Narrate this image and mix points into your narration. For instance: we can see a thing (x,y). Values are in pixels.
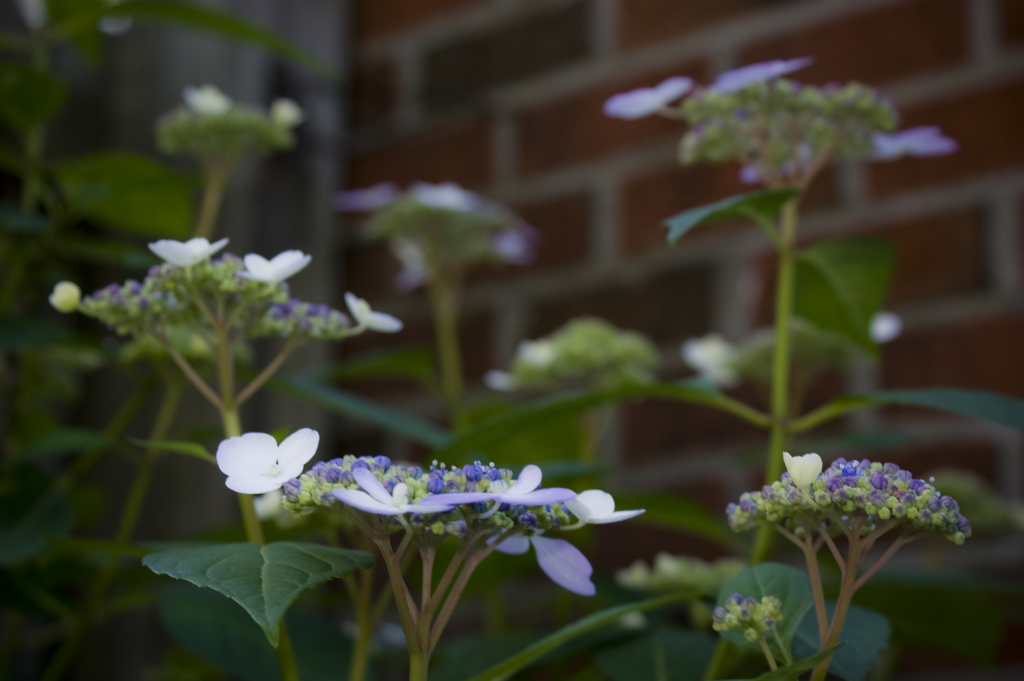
In this picture i can see flower plants (377,481). In the background (563,200) i can see brick wall (558,153).
